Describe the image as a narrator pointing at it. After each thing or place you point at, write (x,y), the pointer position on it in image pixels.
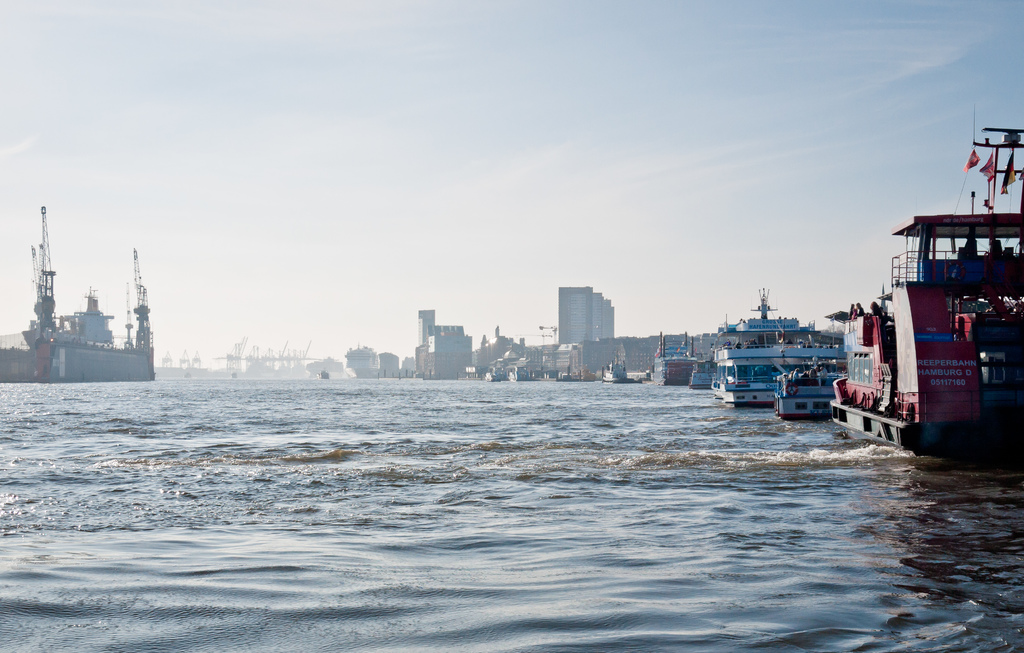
There is water (413,457). There are many boats (101,338) and ships (908,362) on the water (396,400). In the background (394,354) there are buildings (444,358) and sky (382,150).
